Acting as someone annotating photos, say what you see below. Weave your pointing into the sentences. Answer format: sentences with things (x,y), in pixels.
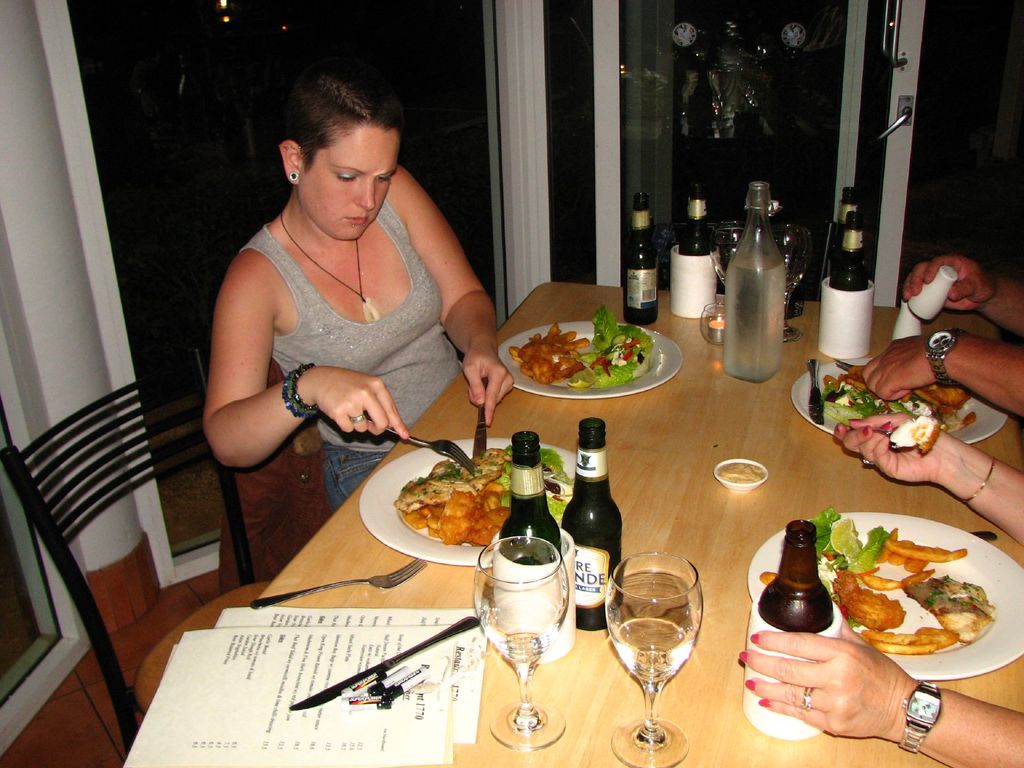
Here in this picture we can see a woman (354,294) sitting on a chair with table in front of her with papers (414,697) and plates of food (600,367), bottles (583,503) and glasses (547,577) all present on it over there and in front her also we can see other people (957,295) sitting and beside her we can see a door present over there.
